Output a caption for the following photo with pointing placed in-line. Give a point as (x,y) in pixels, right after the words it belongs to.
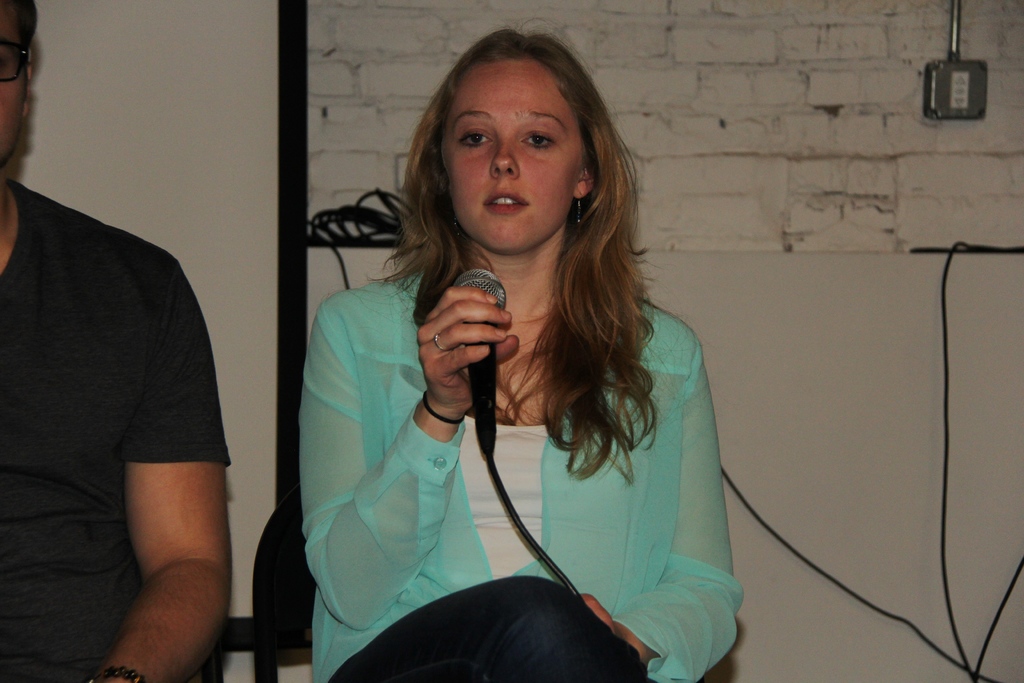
Here we can see a woman (417,427) sitting on the chair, and holding a microphone (490,362) in her hand (484,334), and at back (732,87) here is the wall (766,105).
